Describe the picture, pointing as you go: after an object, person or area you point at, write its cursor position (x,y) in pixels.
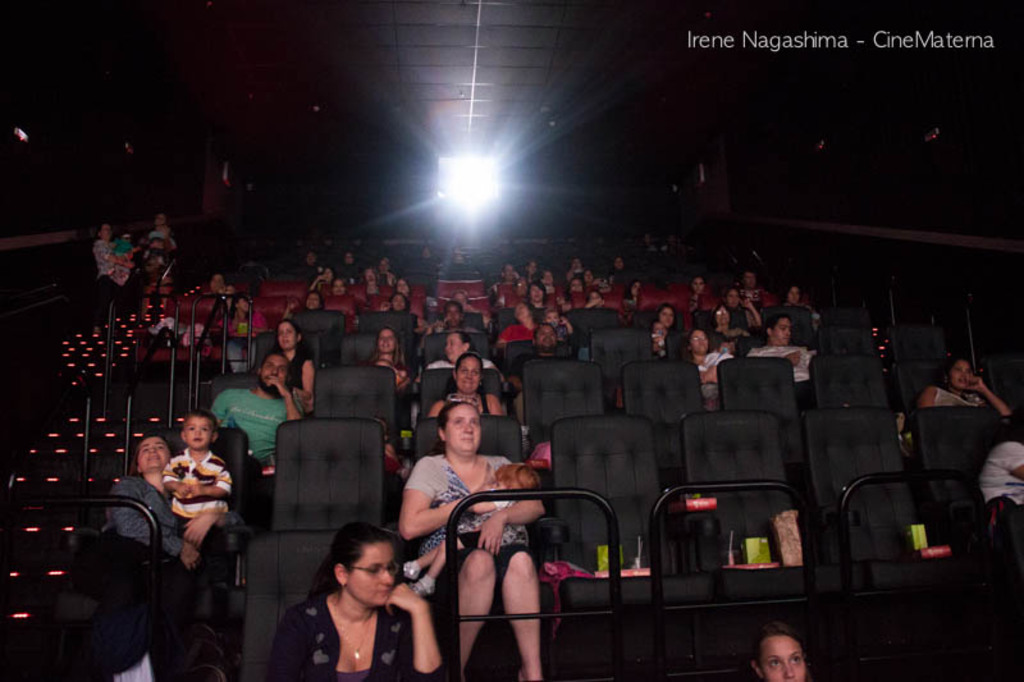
In this image there are group of persons (430,549) sitting on a chair (429,336) and on the left side (101,257) there are persons (158,261) standing in the center (669,422) there are empty chairs (583,410) and in the background (470,183) there is a light (458,186).
